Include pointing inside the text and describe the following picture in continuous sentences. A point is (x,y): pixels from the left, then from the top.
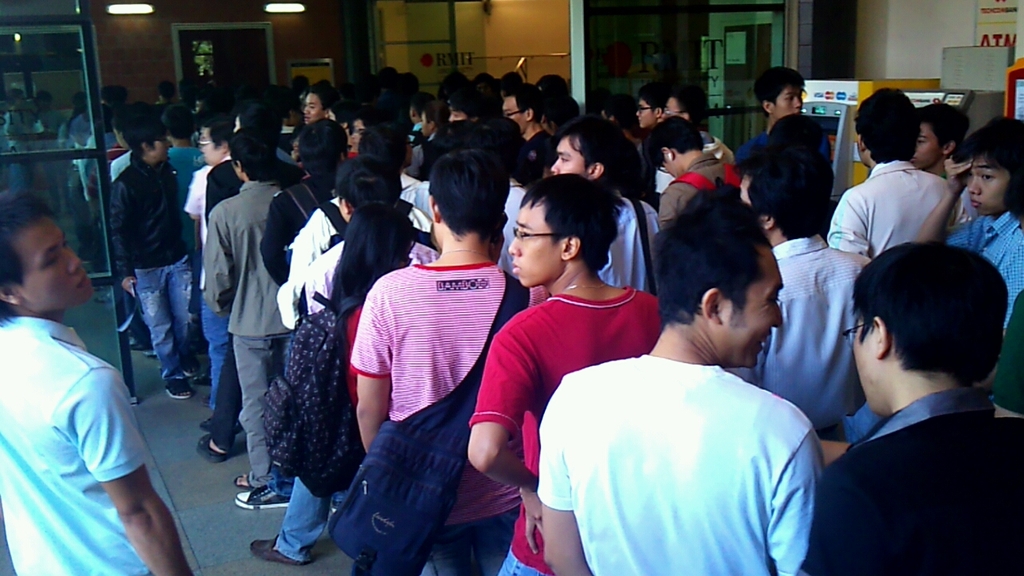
In the image there are many men (279,237) standing in lines in three rows, in the back (862,101) there is an atm machine (832,129) in front of wall (889,61) and there are lights (119,7) over the ceiling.
